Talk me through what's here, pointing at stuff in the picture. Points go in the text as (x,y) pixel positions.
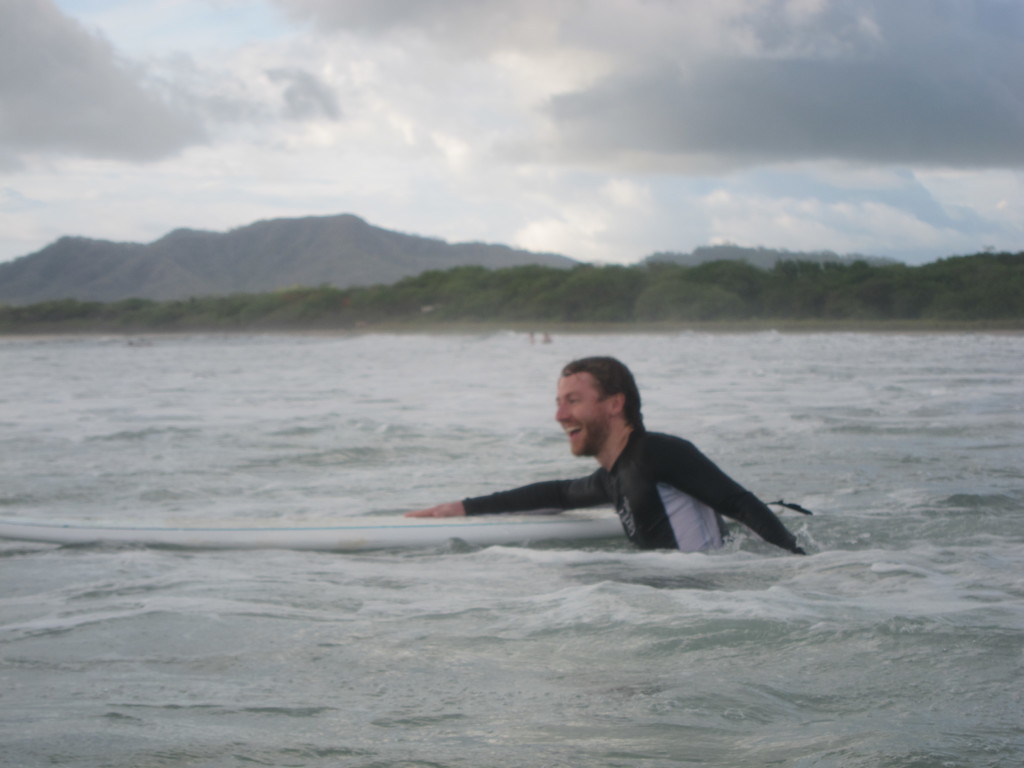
In this image, we can see a person (659,508) in the water (673,587) and holding a surfboard (284,531). He is smiling. Background (162,306) we can see trees (349,298), hills (344,248) and cloudy sky (316,113).
